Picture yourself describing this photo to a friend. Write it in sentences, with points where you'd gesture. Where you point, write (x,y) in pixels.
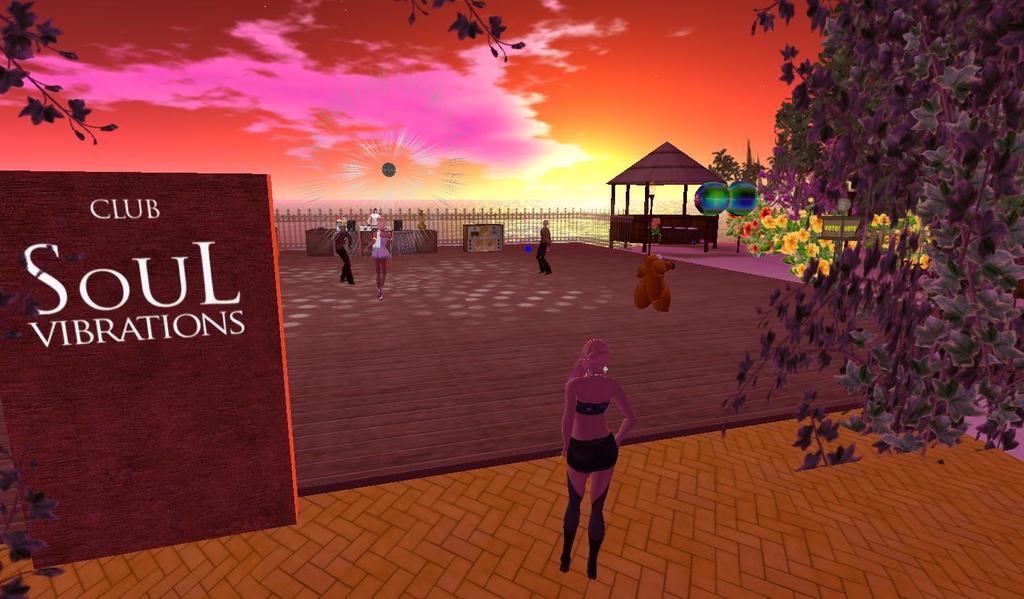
It is an animated image in the middle (588,392) a woman (602,478) is standing on the footpath (667,530). On the left side (271,422) there is the board (206,360), on the right side (992,151) there are trees (890,2), here few people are dancing. At the top (480,115) it is the sky (497,114) here it looks like a hut (684,224) in this image.
